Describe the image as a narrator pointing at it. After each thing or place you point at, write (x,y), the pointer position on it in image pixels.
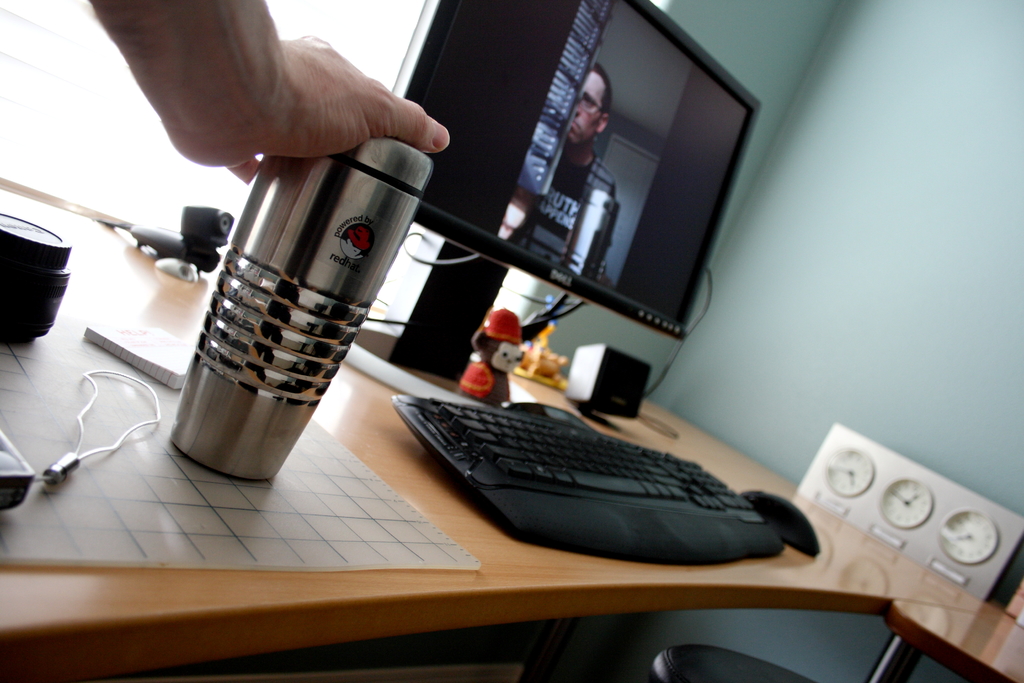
In this picture we can see a table (527,563). On the table (249,626) there is a monitor (606,279), keyboard (568,450) and a glass (359,260). And this is the wall (866,271).
